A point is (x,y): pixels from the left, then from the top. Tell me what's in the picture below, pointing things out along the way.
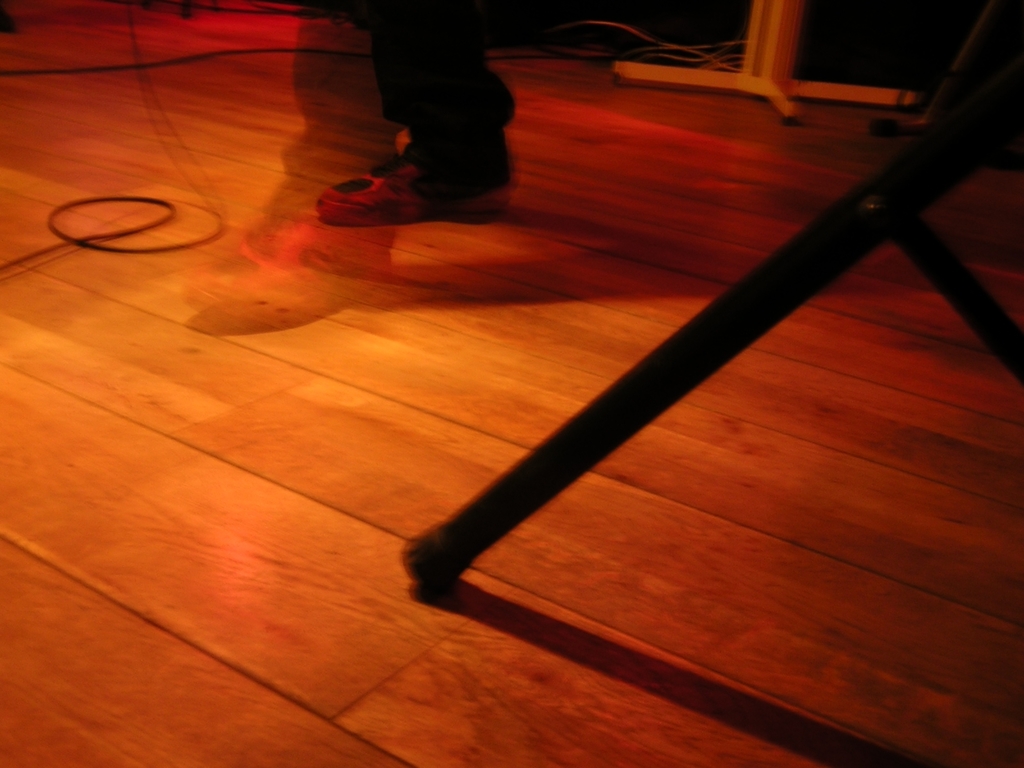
In this image I can see the person's leg (388,173) on the wooden surface (309,378). To the right (715,334) I can see the stands (563,460) which are in black and white color.
